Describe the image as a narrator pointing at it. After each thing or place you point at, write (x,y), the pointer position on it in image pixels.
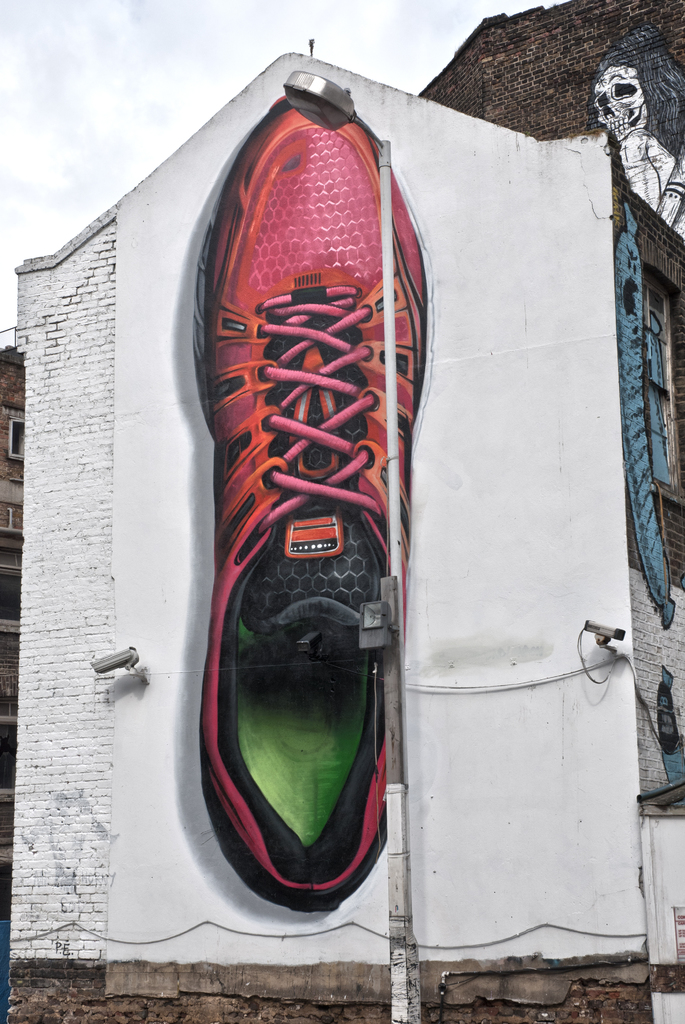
In this picture we can see some paintings (335,840) on the buildings (247,804). There is a street light (313,113). We can see a building (16,681) on the left side (2,396).
